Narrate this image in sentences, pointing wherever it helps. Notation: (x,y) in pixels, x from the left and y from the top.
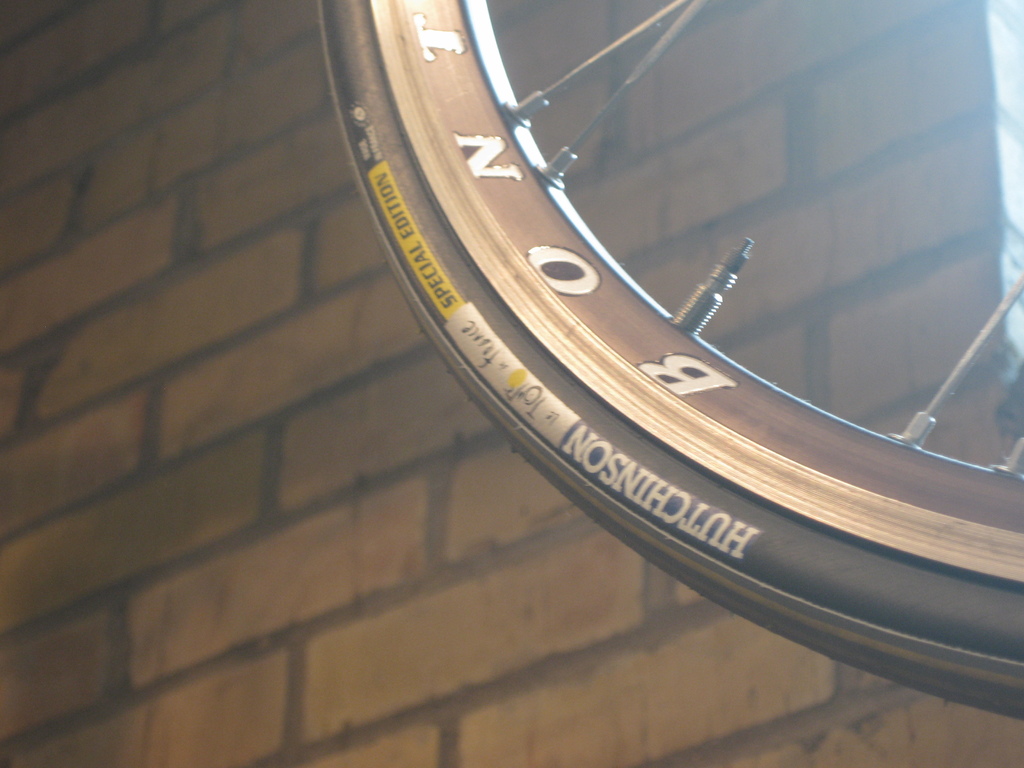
In this image, we can see a circular rim (1005,557) and in the background (220,517) there is a brick wall (243,372).
